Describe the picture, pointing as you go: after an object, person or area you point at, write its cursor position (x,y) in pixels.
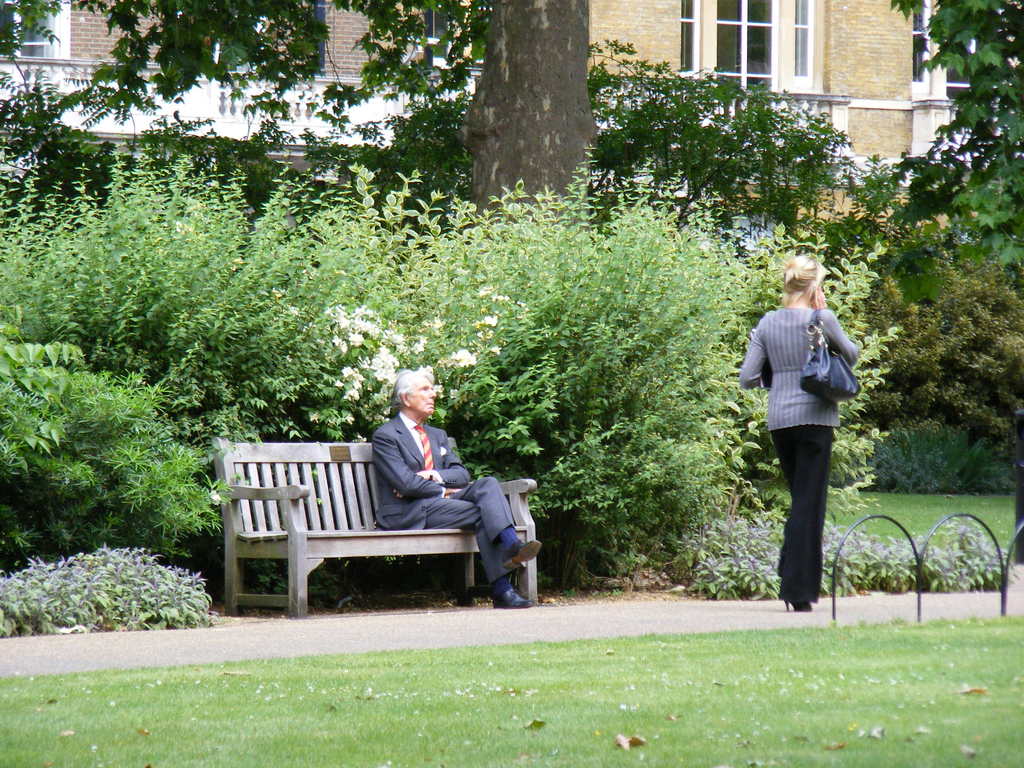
In this image I can see a person (438,489) is sitting on the bench (457,532). The woman (778,345) is walking on the road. The woman (792,367) is wearing a handbag (806,375). At the back side (440,287) there are small plants (440,287) and a trees (520,90). There is a building (757,63) and a windows (749,46). The man (429,460) is wearing the blue blazer (456,467) and a red tie (423,438). The woman (805,554) is wearing the grey top (847,338) and a black pant (815,509).
